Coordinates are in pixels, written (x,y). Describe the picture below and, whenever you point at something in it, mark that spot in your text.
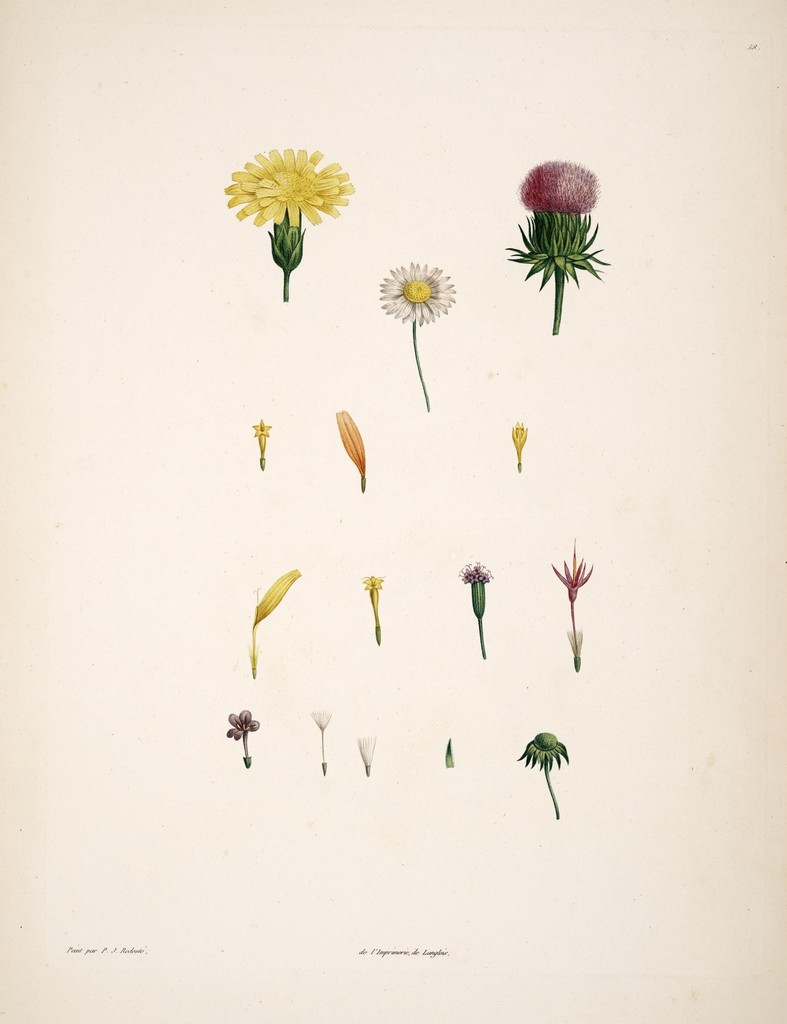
In this image there are some flowers (440,307).
